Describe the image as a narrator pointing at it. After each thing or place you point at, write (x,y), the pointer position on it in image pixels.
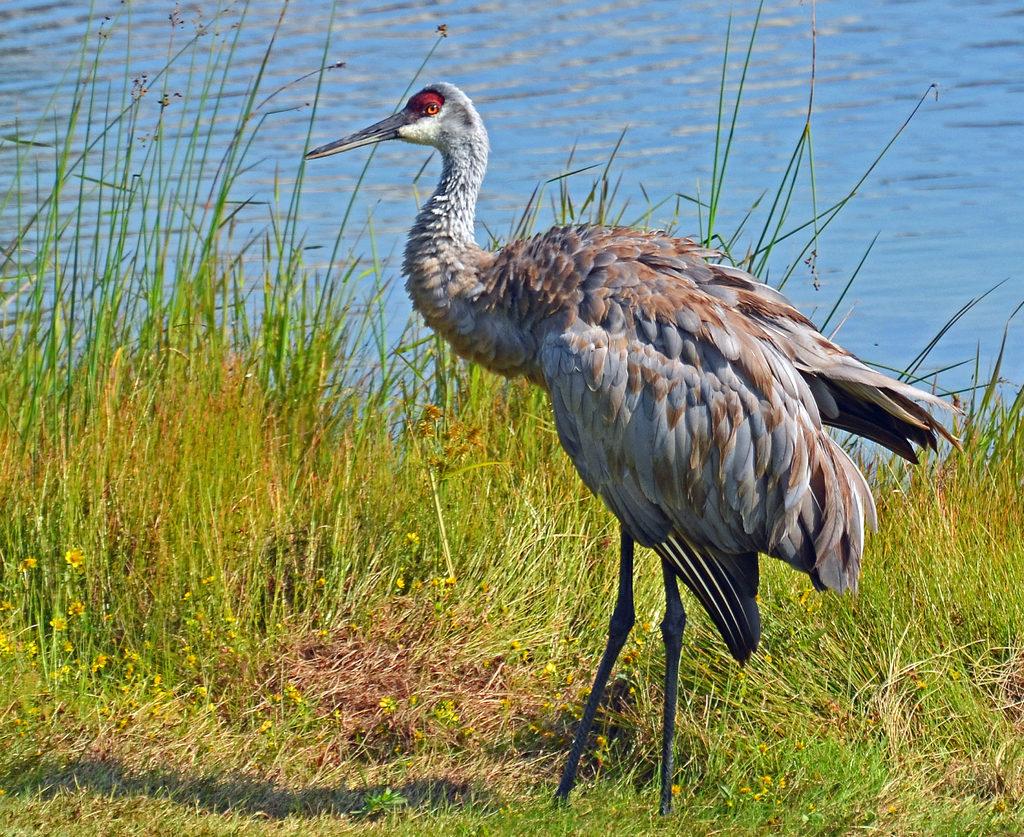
In this picture we can see crane (597,678), grass (312,719) and flowers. In the background of the image (681,38) we can see water (736,6).
